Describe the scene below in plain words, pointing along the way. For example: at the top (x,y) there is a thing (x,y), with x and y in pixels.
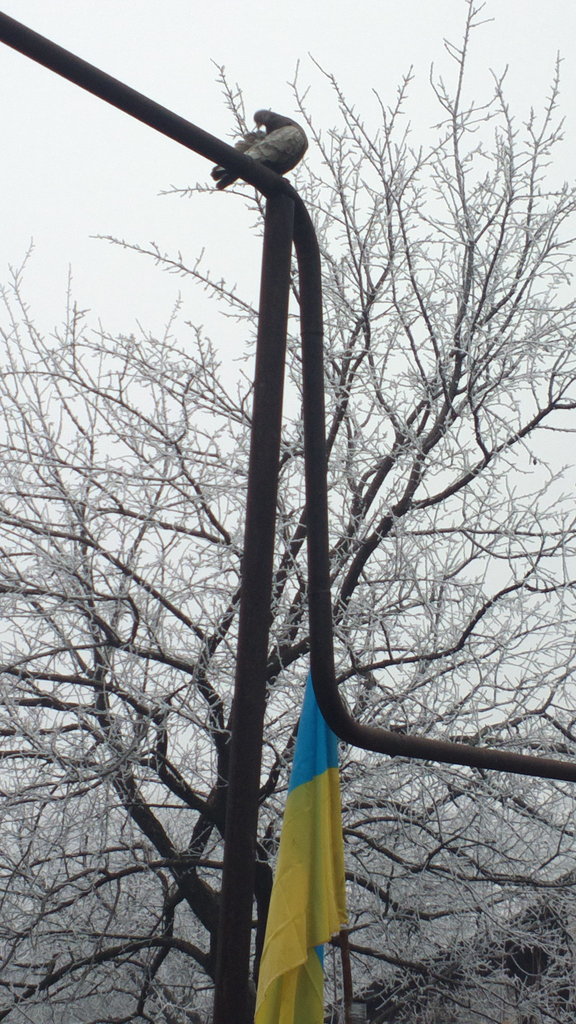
This picture might be taken from outside of the city. In this image, in the middle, we can see a flag (280,983). In the middle (274,385), we can also see a bird (294,155) standing on the metal rod (251,510). In the background (223,649), we can see some trees (484,452). At the top (447,149), we can see a sky (254,95).
